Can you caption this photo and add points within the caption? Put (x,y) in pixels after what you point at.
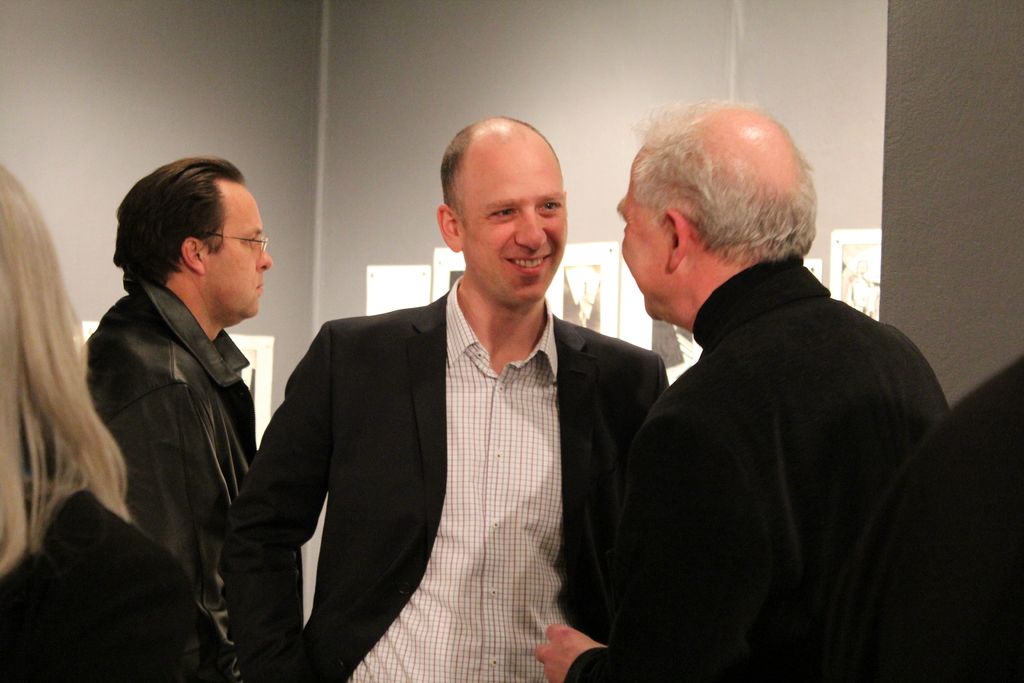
In this image we can see a group of people (439,480) standing. We can also see some papers (393,280) pinned to a wall (417,259).
